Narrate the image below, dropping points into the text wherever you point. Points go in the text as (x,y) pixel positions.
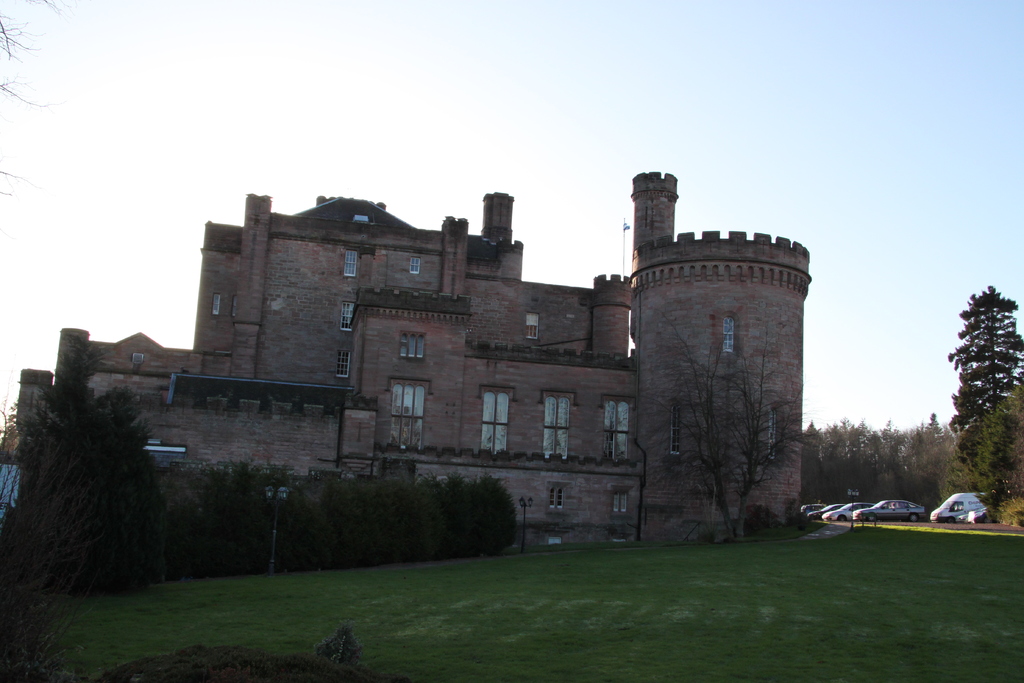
There is grass (780,565) on the ground (923,639). In the background (424,542), there are plants (366,494), a building (407,318) which is having glass windows (726,341), vehicles (976,509) parked, trees (1002,496) and there is blue sky (873,165).
